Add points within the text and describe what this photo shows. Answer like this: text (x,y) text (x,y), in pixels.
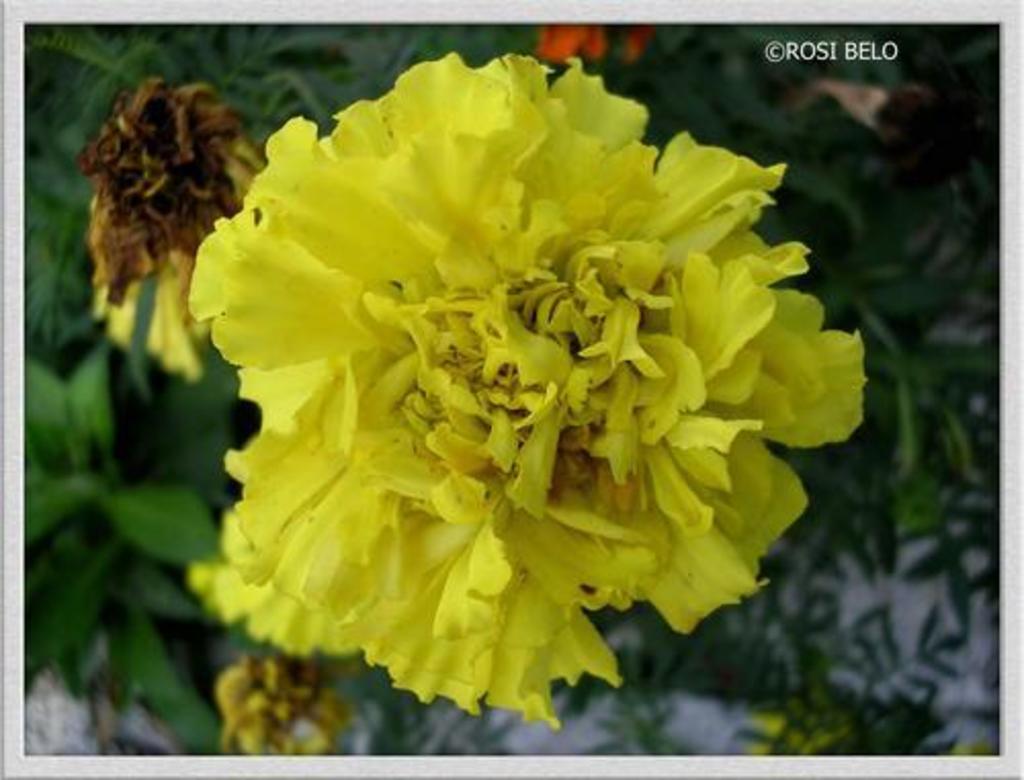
This picture shows plants (673,97) and we see few flowers (470,307) and a flower (278,237) is yellow in color and we see a watermark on the top right corner (891,46).
